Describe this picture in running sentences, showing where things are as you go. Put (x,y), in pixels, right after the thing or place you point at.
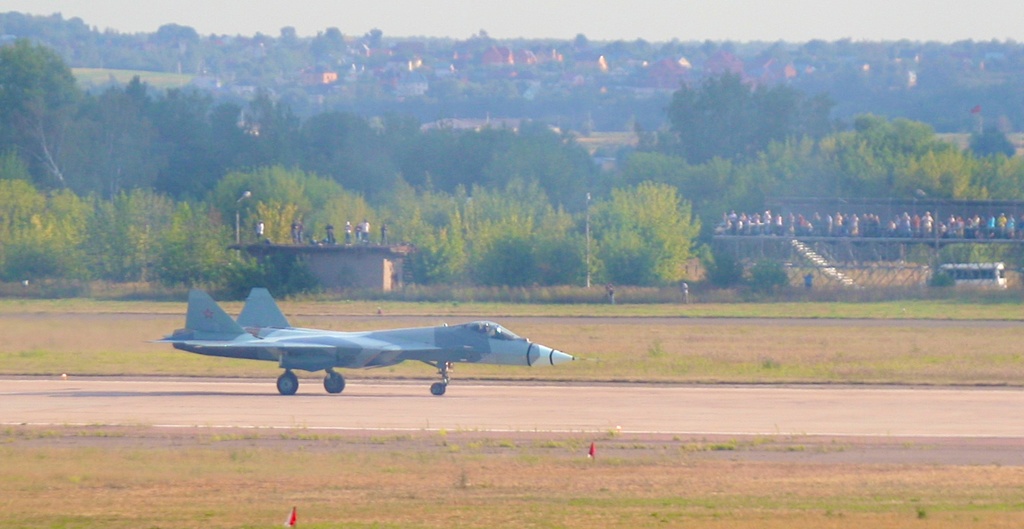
In this picture we can see an airplane (222,356) on the ground (202,359), trees (393,200), buildings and some people (759,226) on a bridge (982,243) and in the background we can see the sky (614,28).
